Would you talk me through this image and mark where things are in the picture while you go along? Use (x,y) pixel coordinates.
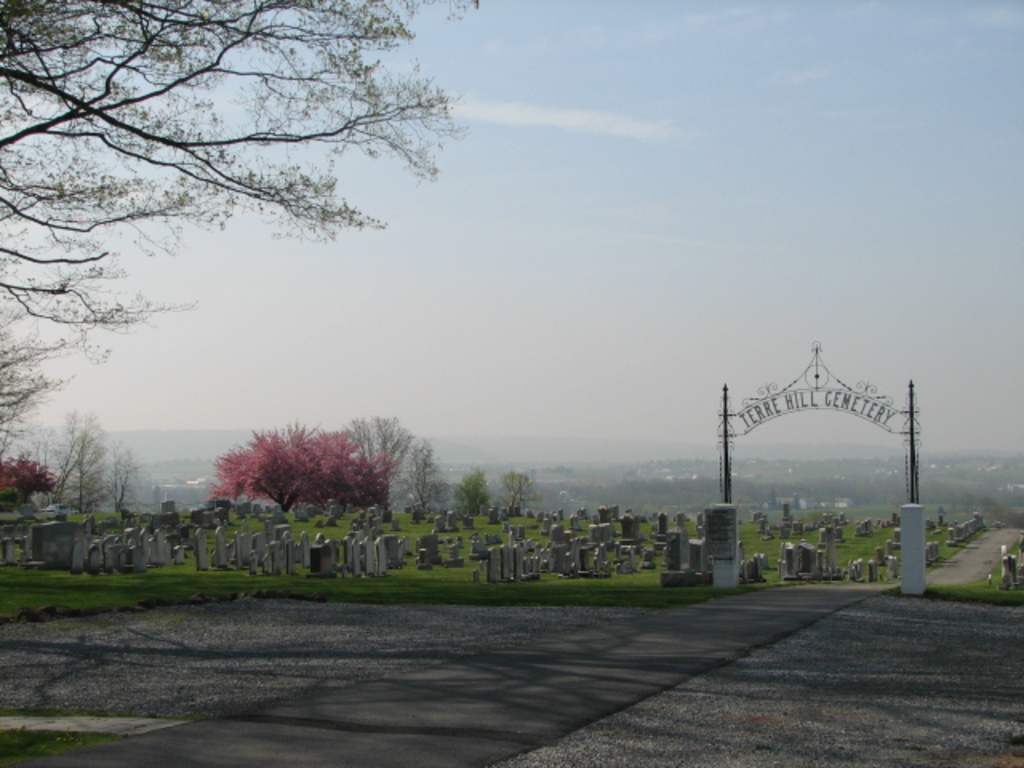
In this image there is a arch (733,576). There is a graveyard (592,516). In front of the image there is a road (665,677). In the background of the image (340,466) there are trees (288,468) and sky (707,177).
